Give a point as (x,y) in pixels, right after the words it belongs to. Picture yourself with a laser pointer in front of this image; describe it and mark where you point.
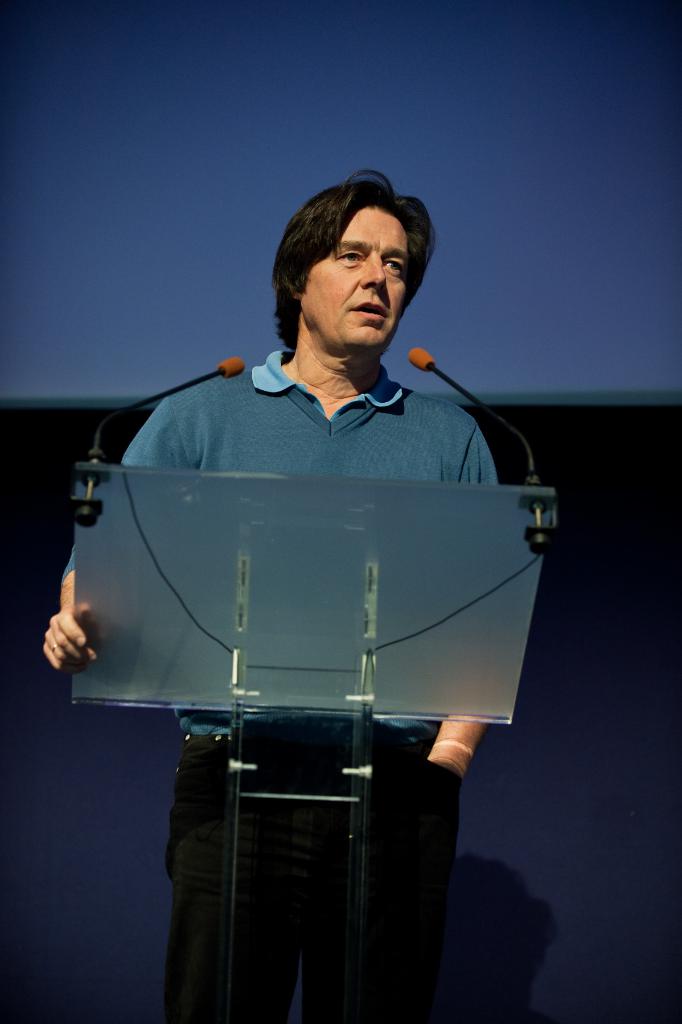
In this image we can see a person (265,444) standing near a podium (367,895) and holding it. A person (373,424) is speaking into the mics (430,369). There is an object (175,97) at the top of the image (530,152).
